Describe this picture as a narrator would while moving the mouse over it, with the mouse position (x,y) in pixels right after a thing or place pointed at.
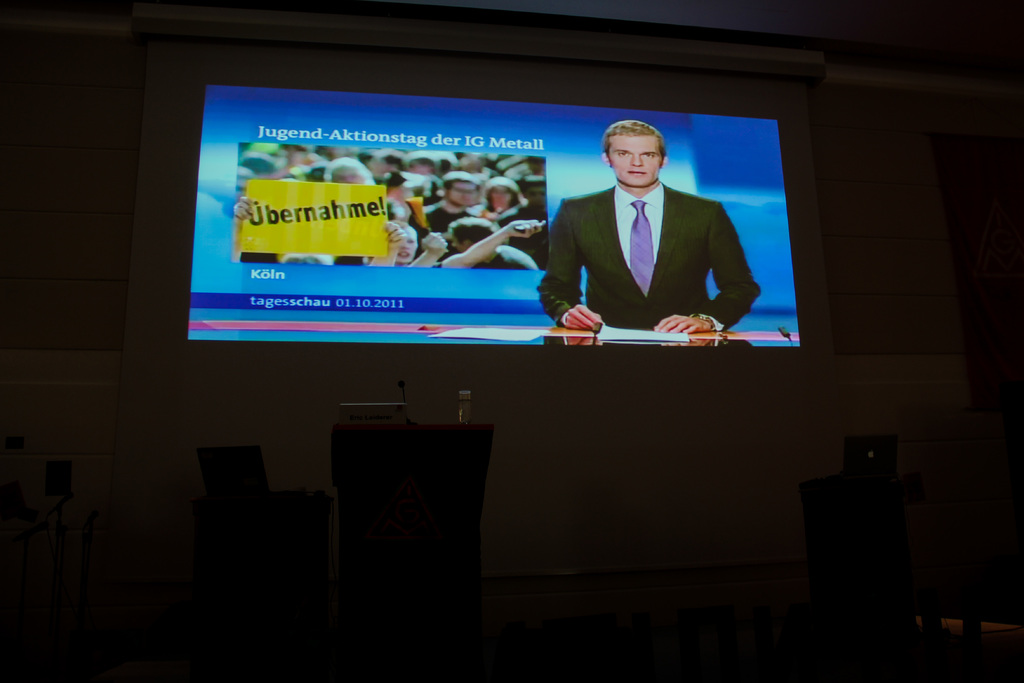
This image is taken inside the room (699,591). In this image we can see the screen (602,218) and on the screen (642,190) we can see the humans (613,232) and also the text (377,208). Image also consists of a podium (380,458), mike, name board (387,410), water bottle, a laptop (857,443) and also a table (268,547). At the bottom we can see the floor (601,635).
